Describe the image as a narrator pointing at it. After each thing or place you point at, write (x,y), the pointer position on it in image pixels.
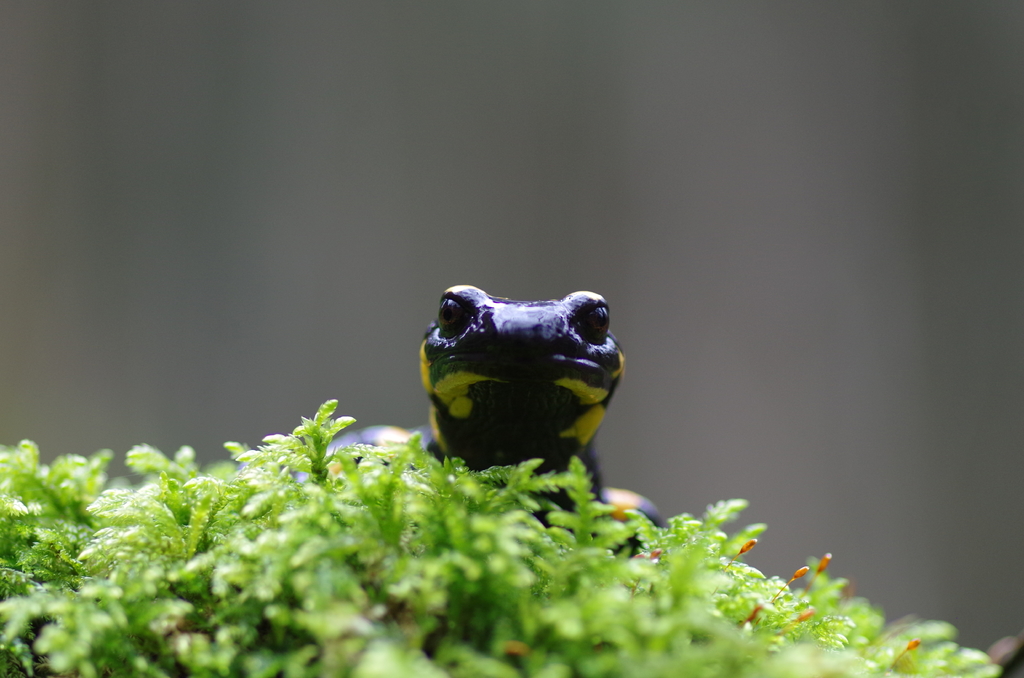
In the center of the image (515,337) we can see plants (387,527) and one amphibian (511,434), which is in yellow and black color. In the background (528,240), we can see it is blurred.
